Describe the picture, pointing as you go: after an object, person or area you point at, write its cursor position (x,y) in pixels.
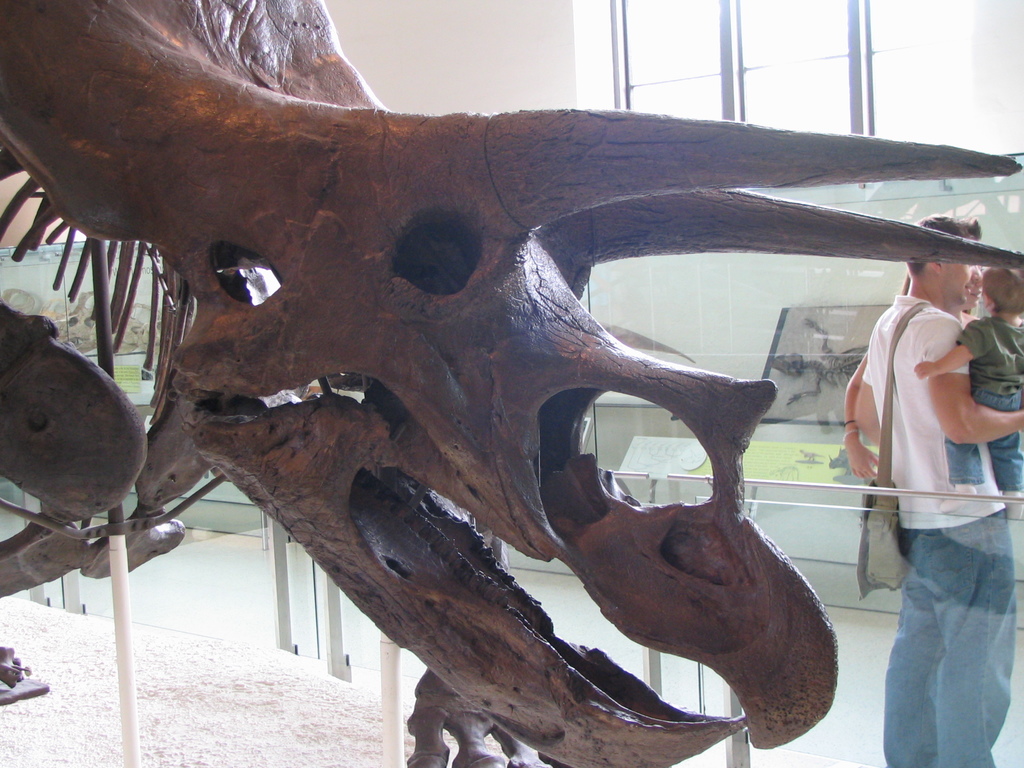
Here we can see skeleton (757,549) of a dinosaur (712,433), glasses (927,647), and few persons (962,655). In the background (739,299) we can see a wall (441,46), windows (735,87), and boards (756,455).
